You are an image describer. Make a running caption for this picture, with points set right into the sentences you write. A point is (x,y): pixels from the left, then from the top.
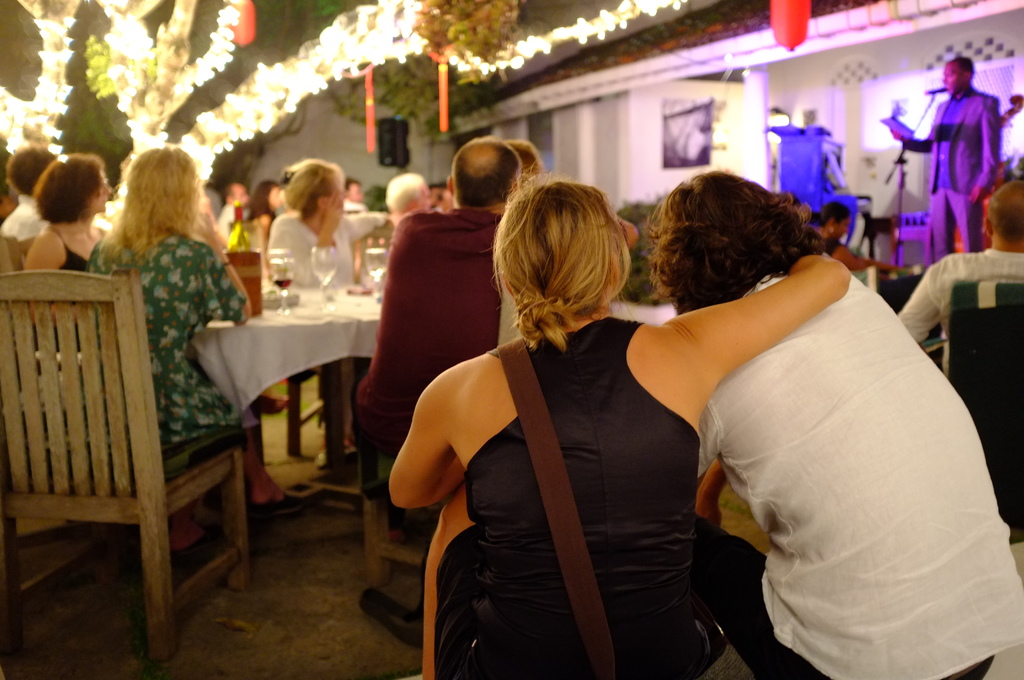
As we can see in the image there is a house (643,99), few people (748,233) sitting on chairs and there is a table (321,318) over here. On table (311,336) there are glasses (275,263) and on the right side (963,132) there is a man (948,118) talking on mic (931,99).
